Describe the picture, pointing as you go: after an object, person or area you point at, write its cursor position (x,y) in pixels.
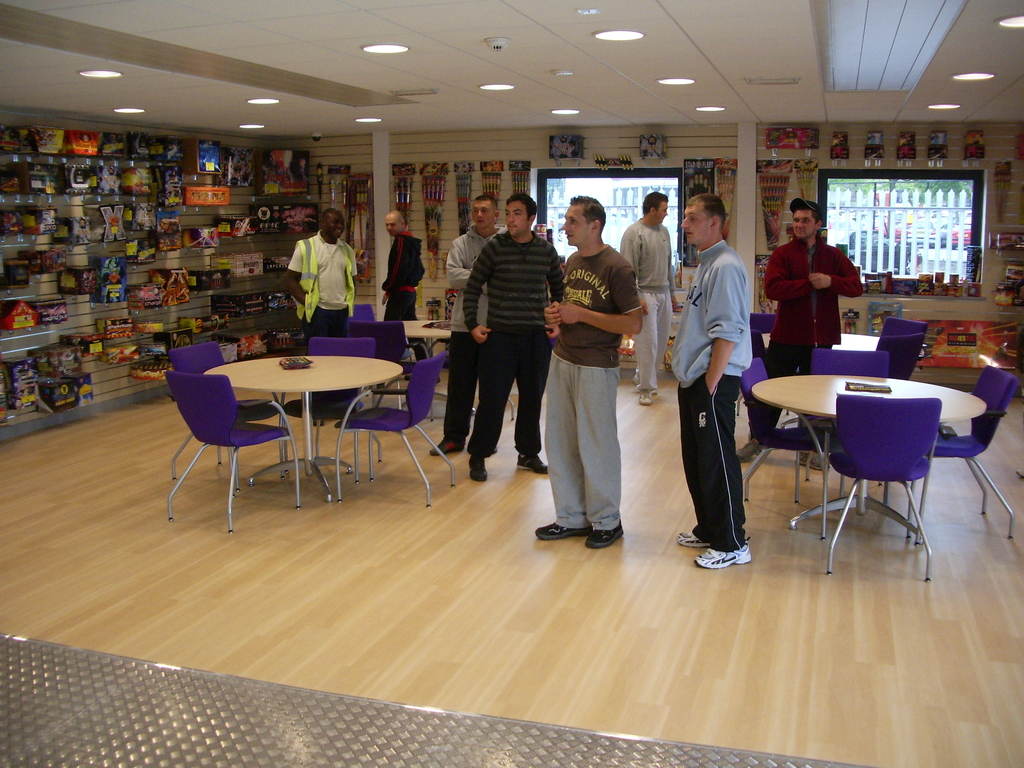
In this picture few persons (503,348) are standing. We can see tables (856,347) and chair (821,372). On the background (524,146) we can see wall (469,151), window (900,201), things (166,243). On the top (496,88) we can see lights (396,50). This is floor (530,586).
